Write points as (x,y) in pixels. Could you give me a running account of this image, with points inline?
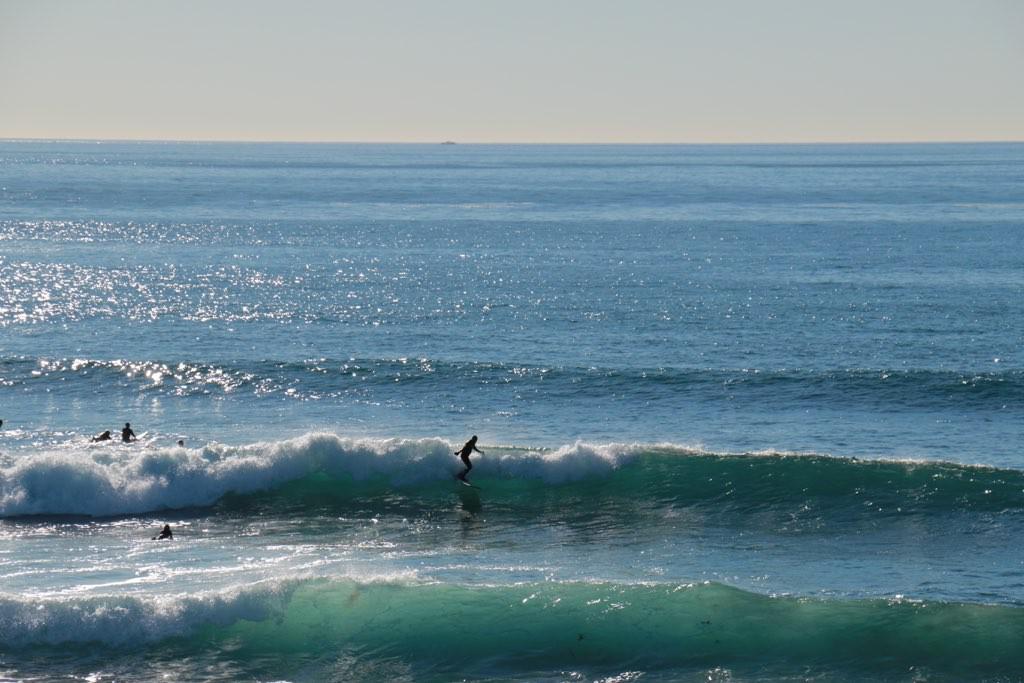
In this picture we can see a few people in water (157,477). A person (472,448) is seen on a surfing board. Waves (440,469) are visible in water (672,489).
